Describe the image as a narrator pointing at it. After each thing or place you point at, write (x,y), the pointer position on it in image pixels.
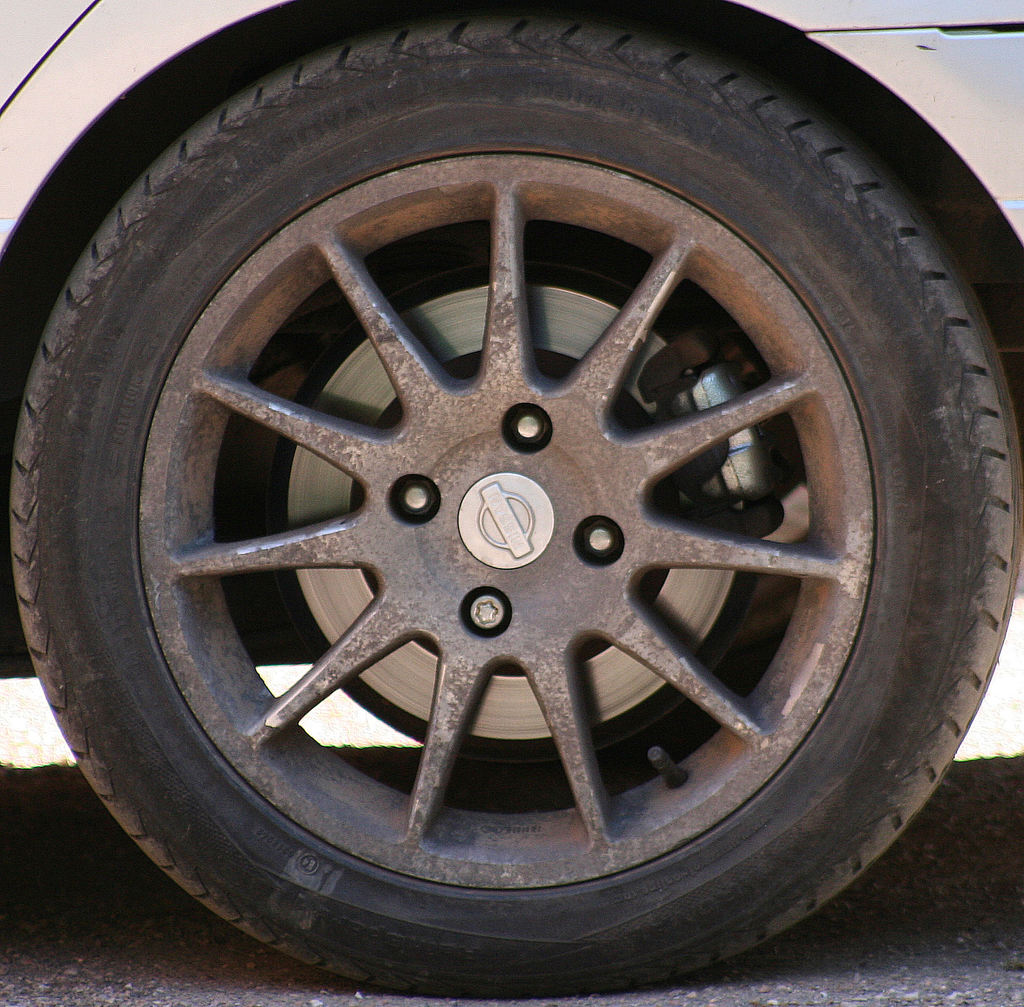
In this image I can see the wheel (500,268) of the vehicle (42,70). The vehicle (206,72) is in white color and the wheel (451,34) is in black color. It is on the road (154,945).
